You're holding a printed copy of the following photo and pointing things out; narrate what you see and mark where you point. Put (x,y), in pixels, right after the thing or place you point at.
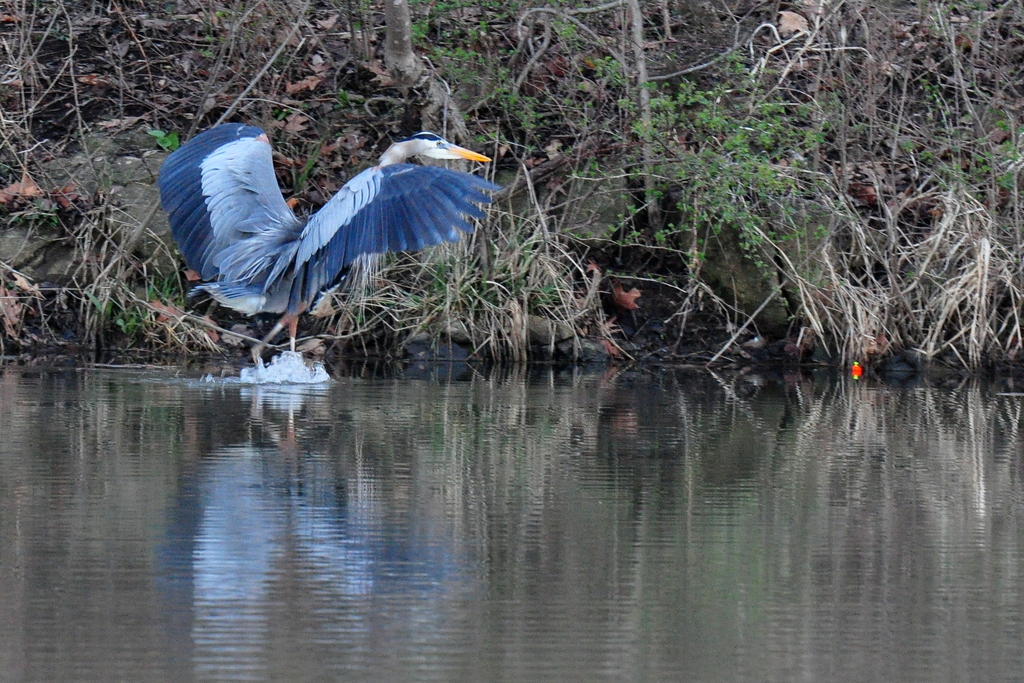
At the bottom (550,584) we can see water (558,453) and there is a bird (261,293) and its legs (255,361) are in the water (276,382). In the background (64,177) there are plants (694,201) and grass (487,263) on the ground (587,224).
